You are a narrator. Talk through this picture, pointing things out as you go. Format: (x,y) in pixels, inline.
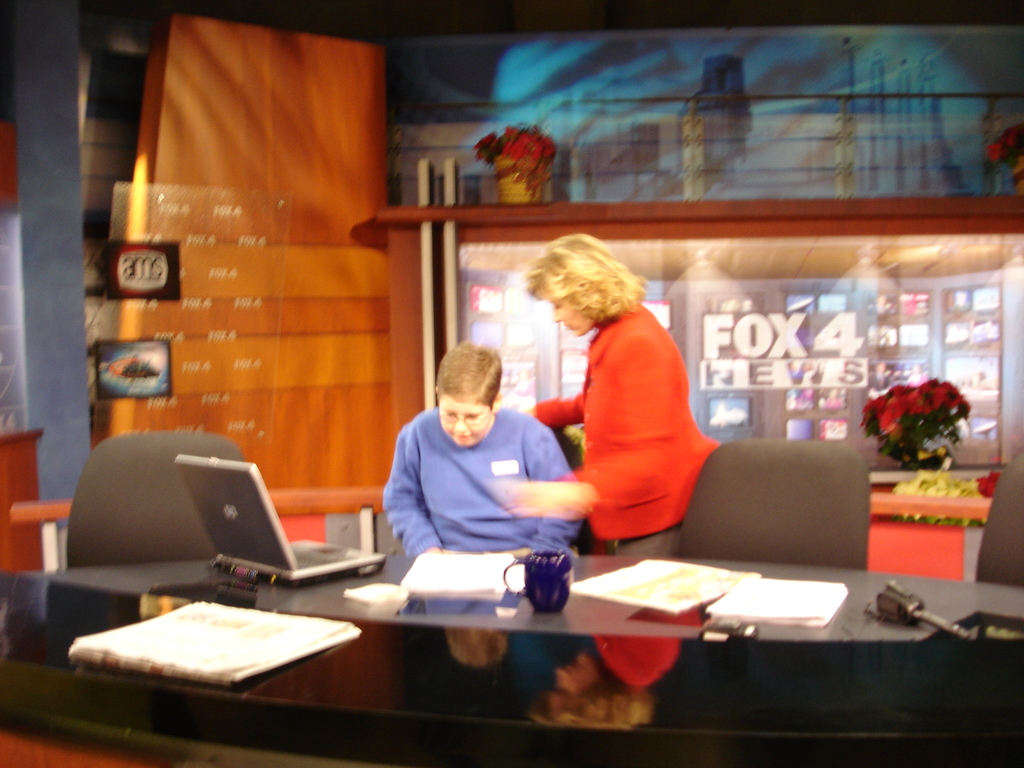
There is a person (479,533) sitting on a chair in the center (416,459) and he is looking at a paper (478,556) which is on this glass table (574,653). There is a woman (585,262) standing beside to this person (443,457). Here we can see a laptop (269,561), a glass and flowers (912,444).
